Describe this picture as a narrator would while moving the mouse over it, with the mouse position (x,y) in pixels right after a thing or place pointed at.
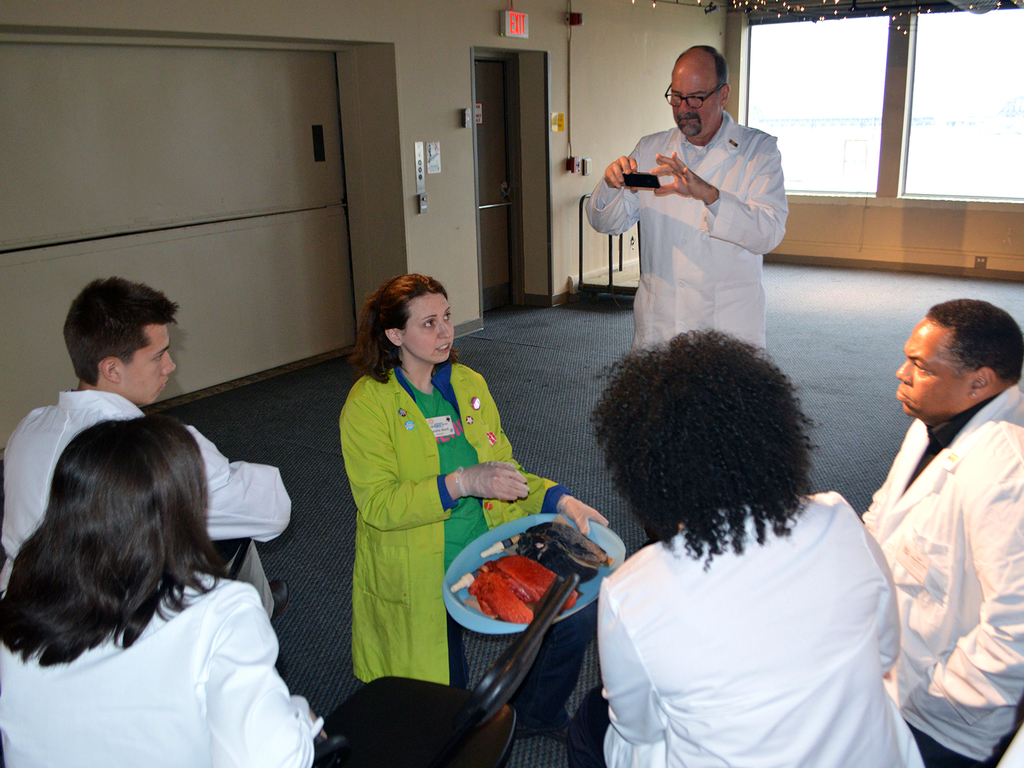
In this picture I can see some people (651,539) are sitting on the chairs (443,717) among them a woman (431,594) is holding a container (557,573) on which we can see some objects (548,566) are placed, one person (680,242) is standing and taking picture with mobile (647,186), behind we can see windows (871,99), door (500,241) to the wall (886,101).
